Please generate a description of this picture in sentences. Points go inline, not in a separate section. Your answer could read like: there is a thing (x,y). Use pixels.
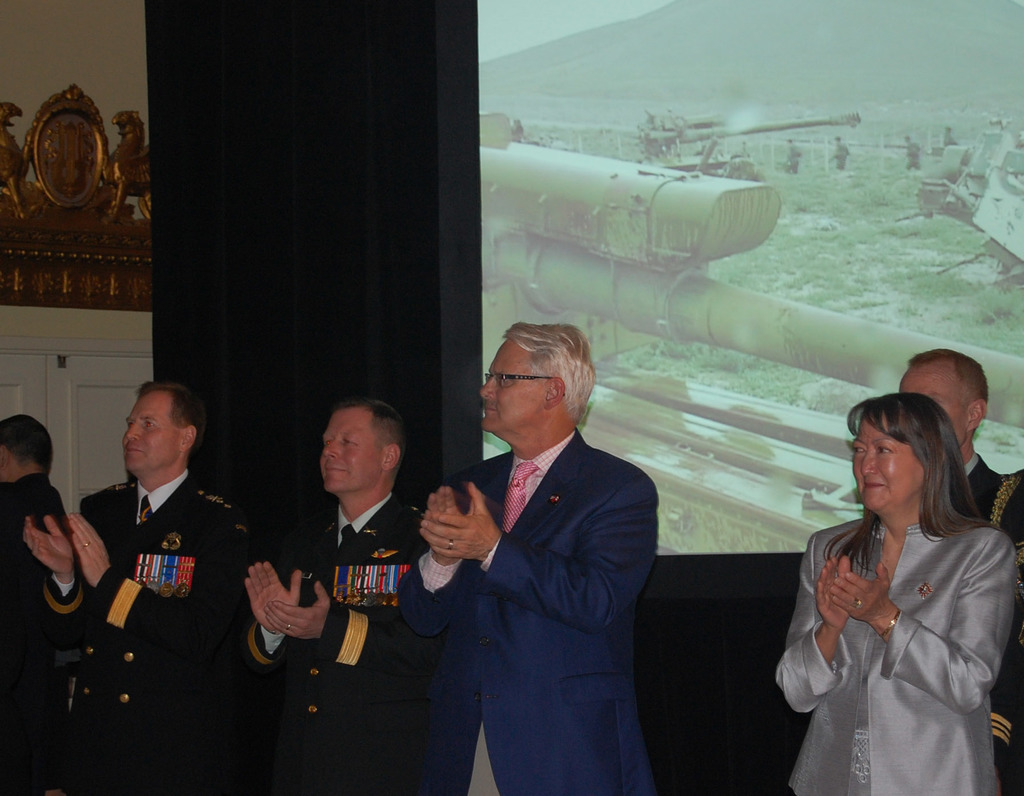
In this image we can see a group of people (600,685) standing. On the backside (789,498) we can see a display screen (1017,58), a decor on a wall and a door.
